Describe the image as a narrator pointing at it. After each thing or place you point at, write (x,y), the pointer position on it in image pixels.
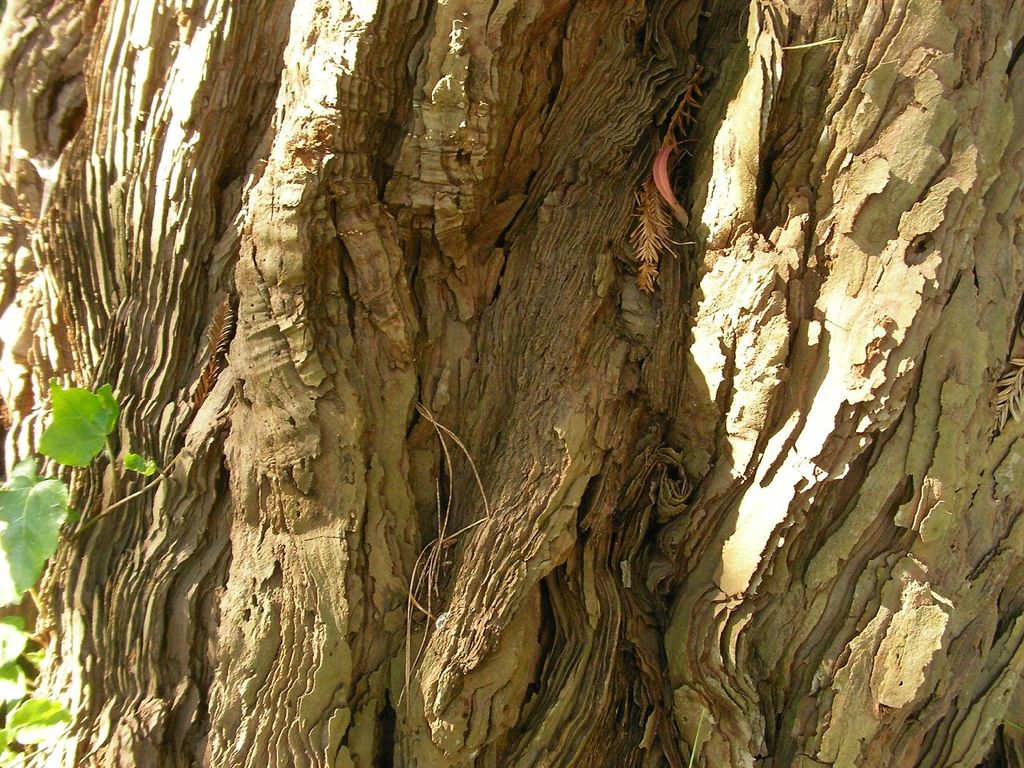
In this picture we can observe a tree trunk (369,443). We can observe plant (41,518) on the left side (5,576). The trunk (120,392) is in brown color.
